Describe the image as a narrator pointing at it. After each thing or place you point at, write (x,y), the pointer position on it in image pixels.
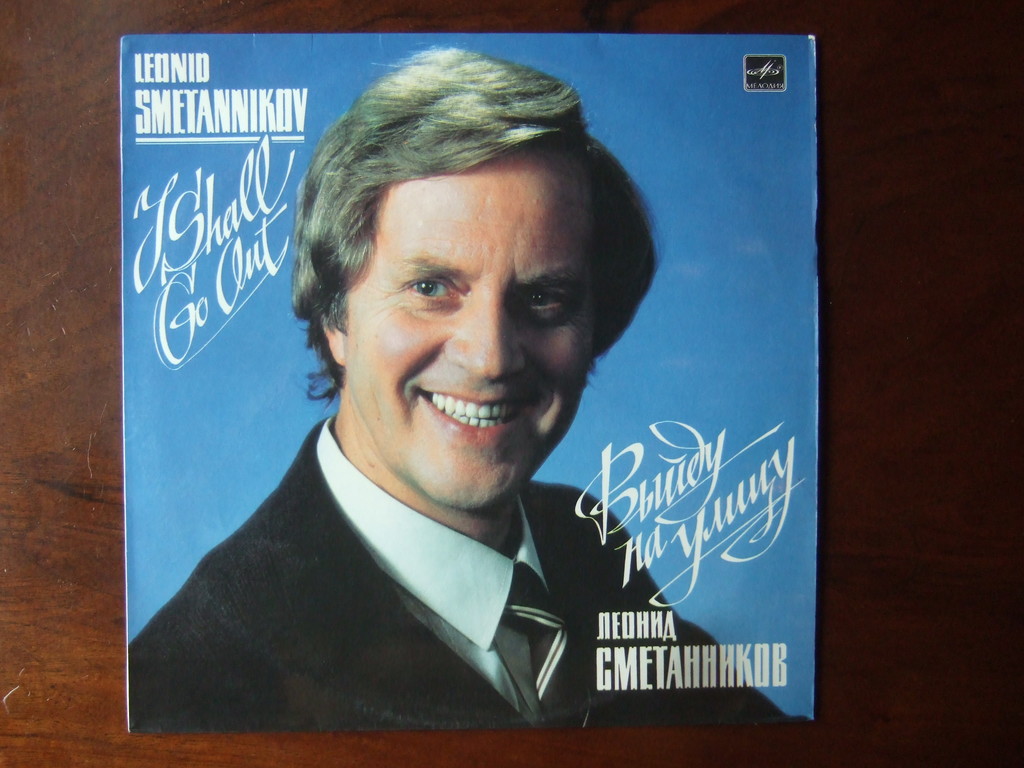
In the image we can see a wooden surface (46,617), on it there is a poster (470,495). In the poster (409,500) we can see the picture of a man (367,605) smiling and wearing clothes (496,598). This is a text (673,625).
